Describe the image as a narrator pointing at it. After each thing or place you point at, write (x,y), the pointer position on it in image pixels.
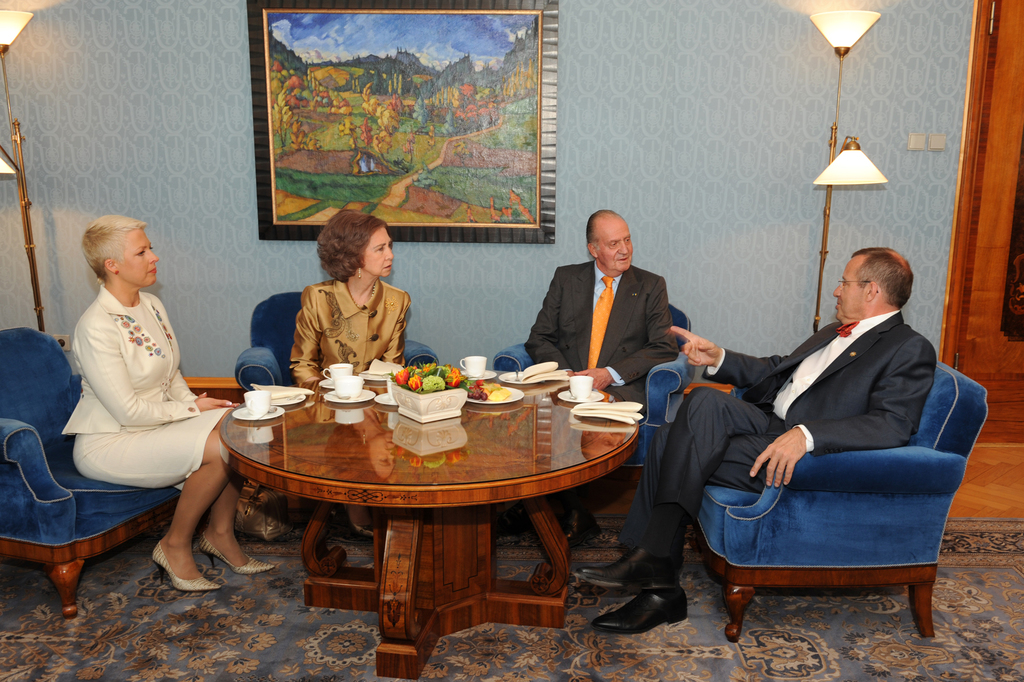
In the picture we can see four people (761,451) are sitting on the chairs (289,324), the chairs (281,334) are blue in color with wooden under it, two (747,431) are men (708,469) and two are women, two men (670,430) are wearing a blazers (826,434), tie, and shirt (809,432), before them there is a round table (558,403) on it we can see a bowl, cup saucers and some food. In the background (792,133) we can see a wall (745,330), lights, and a photo frame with painting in it, and we can also see a floor mat (165,634).
